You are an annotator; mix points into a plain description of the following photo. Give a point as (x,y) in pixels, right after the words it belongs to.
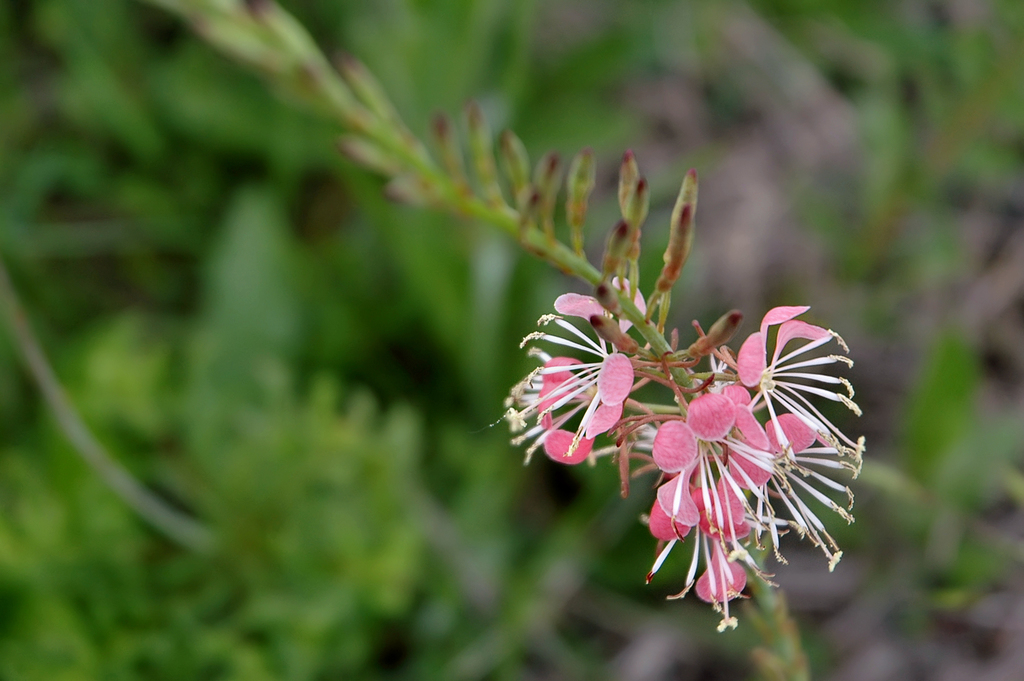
In this image there are flowers (661,383) and buds (450,166) to a stem (798,653). Behind it there are plants (362,298). The background (909,194) is blurry.
